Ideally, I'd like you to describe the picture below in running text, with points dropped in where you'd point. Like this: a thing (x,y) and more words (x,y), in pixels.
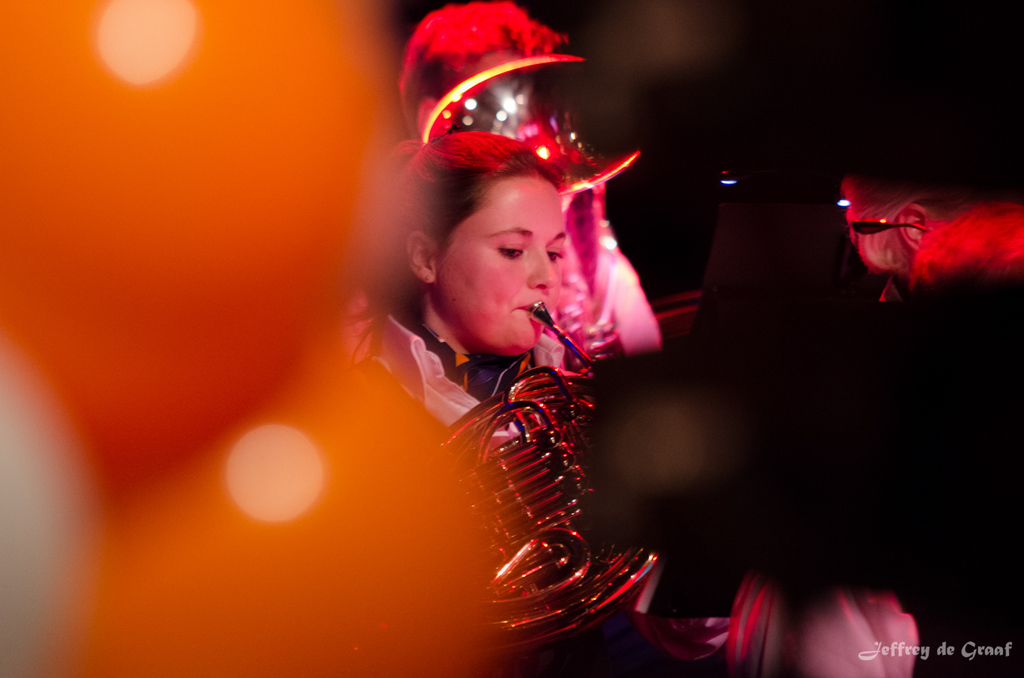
In this image there is a woman (457,266) playing a musical instrument (549,410). Behind her there is a person (615,294). Right side (1014,252) there is a person (996,255). Background (672,294) is blurry.
